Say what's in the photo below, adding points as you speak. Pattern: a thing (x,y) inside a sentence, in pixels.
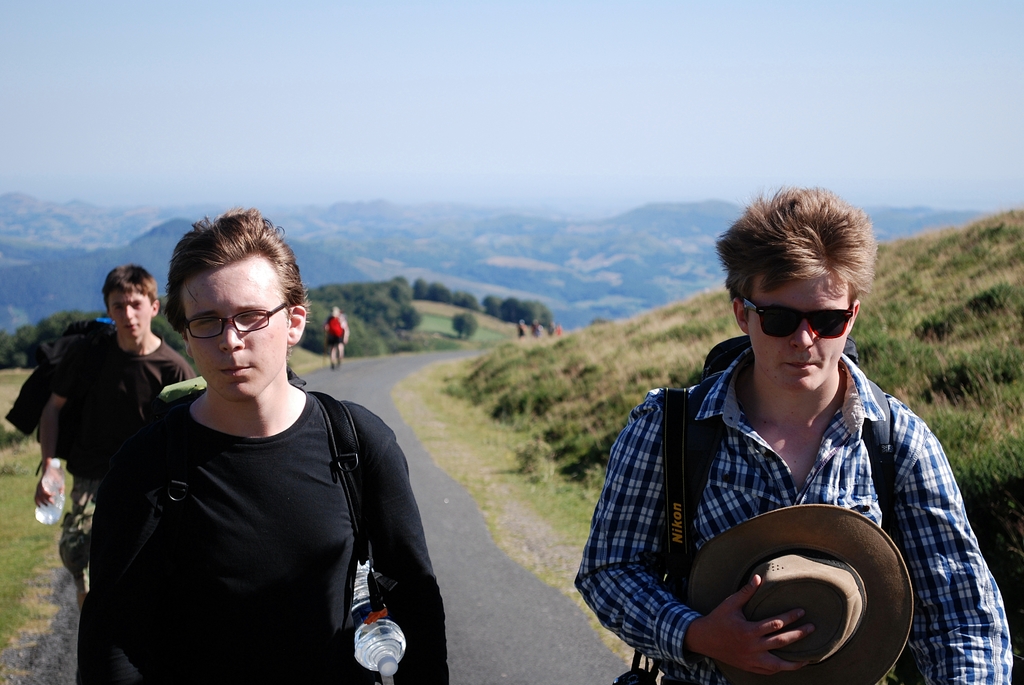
This picture describes about group of people (302,395), few people (247,397) wore spectacles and few people (211,376) wore bags (699,442), in the background (543,247) we can see few trees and hills (607,251).
